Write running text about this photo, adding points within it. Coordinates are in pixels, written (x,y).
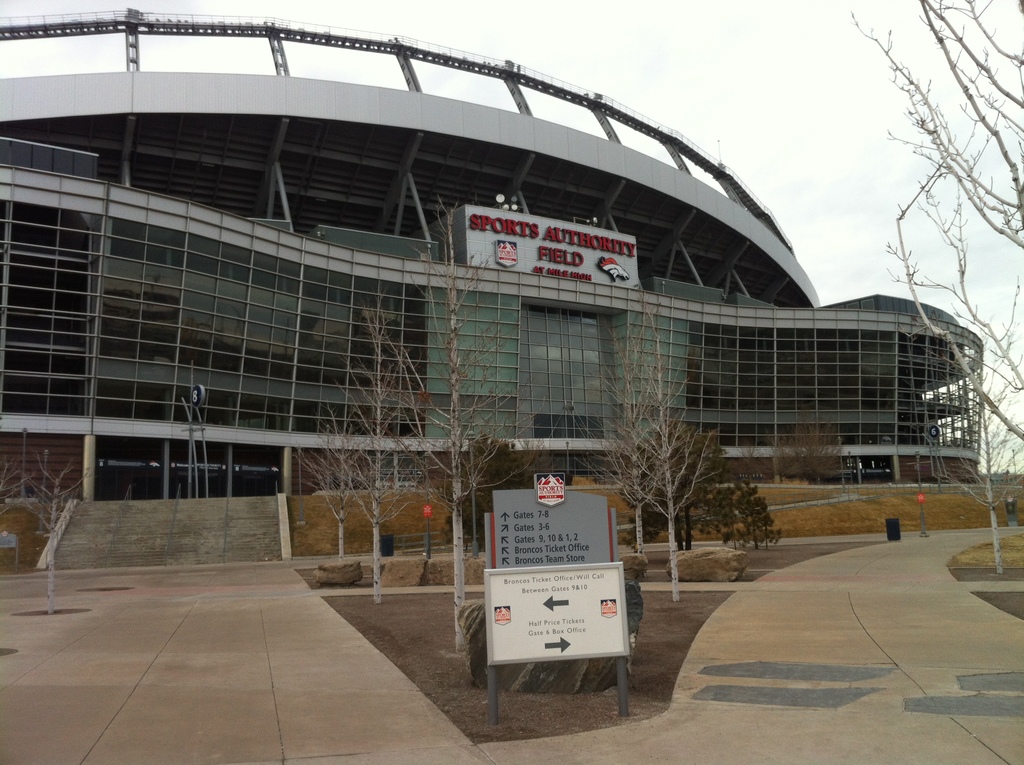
In the center of the image (494,363) we can see building (414,387), trees (317,464), stairs (204,522), poles (203,495), boards (543,522), rocks (691,568) are present. At the top of the image (836,88) sky (838,147) is there. At the bottom of the image (777,721) ground (777,717) is there. In the middle of the image (348,507) grass (366,495) is there.
